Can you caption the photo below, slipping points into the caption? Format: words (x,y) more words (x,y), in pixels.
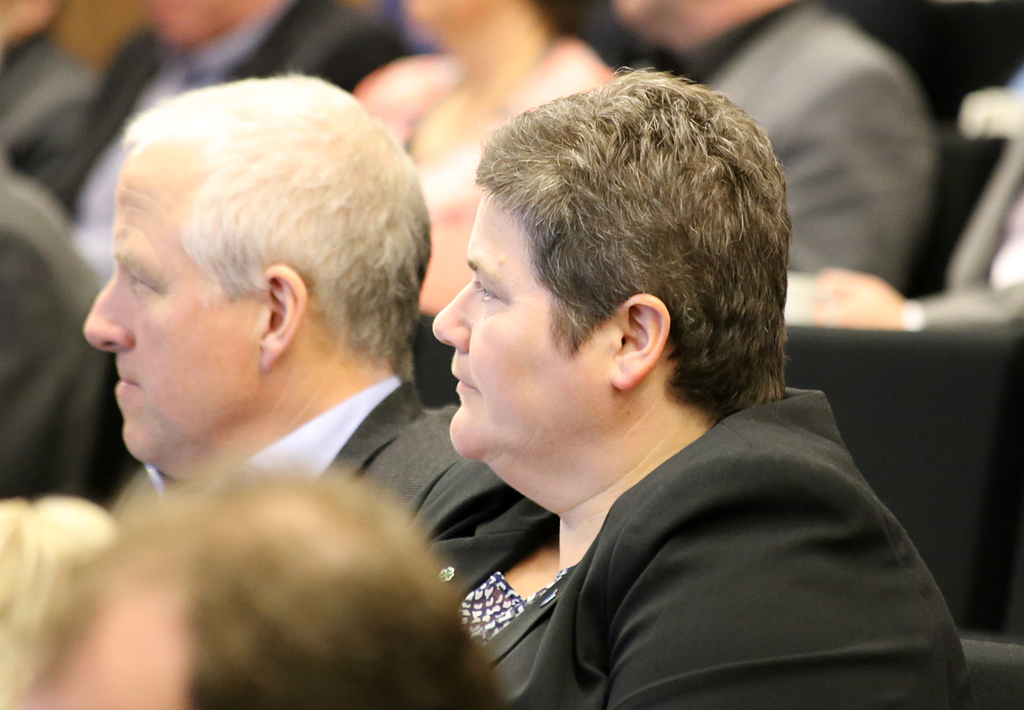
In this image we can see person (179,345) sitting on the chairs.
